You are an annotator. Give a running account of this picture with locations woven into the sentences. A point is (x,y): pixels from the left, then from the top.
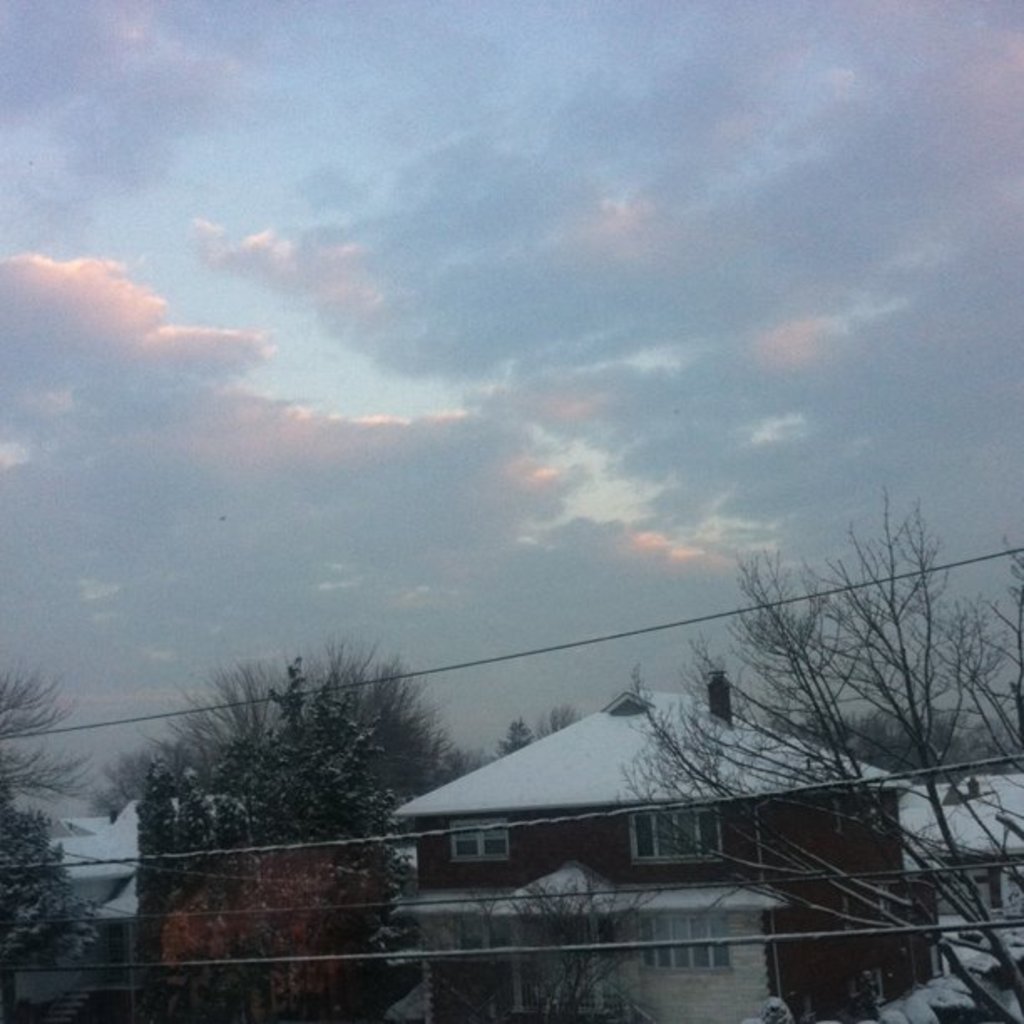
In the picture we can see the house (773,969) on the snow surface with some trees (272,809) around it and on it we can see some snow (70,874) and behind the house (901,951) we can see some houses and in the background (943,520) we can see the sky (467,369) with clouds (445,549).
